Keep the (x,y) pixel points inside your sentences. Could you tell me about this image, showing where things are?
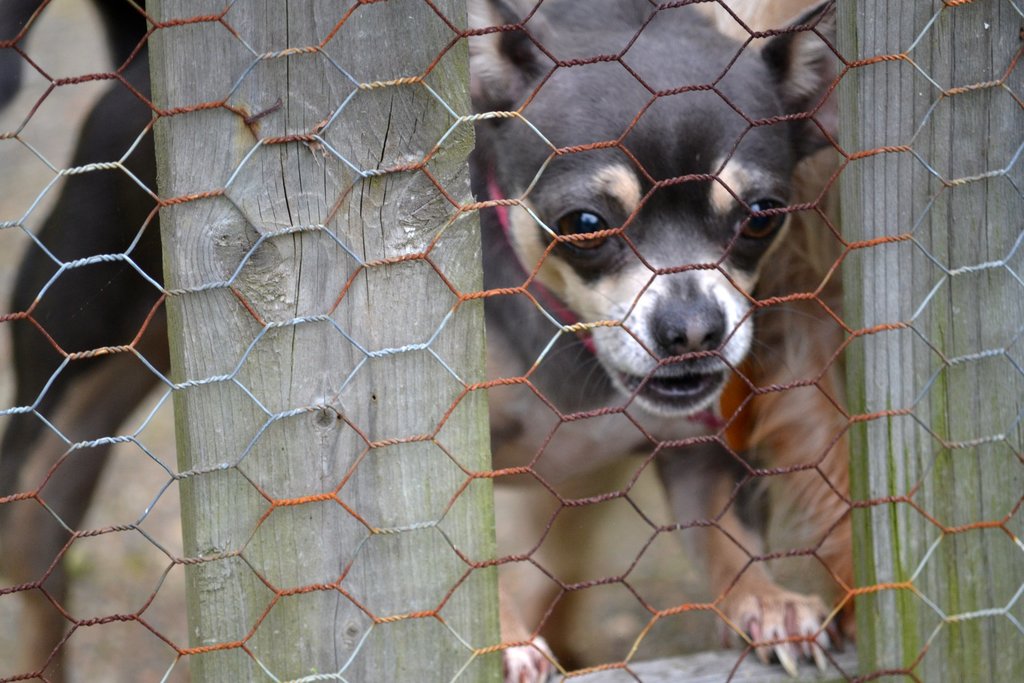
In this image there is a net fencing (256,400), behind the fencing (312,333) there is a dog (624,259).
